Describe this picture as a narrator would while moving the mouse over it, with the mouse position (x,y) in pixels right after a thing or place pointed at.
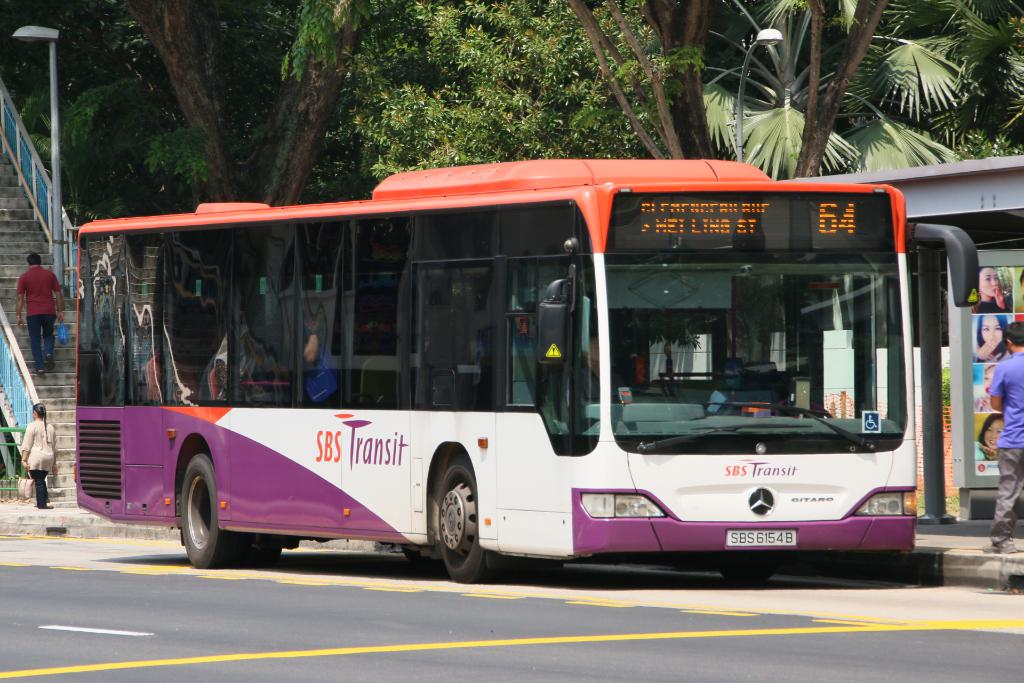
This picture shows a bus (291,397) and we see a man (1023,485) standing and we see trees (796,30) and couple of pole lights (56,252) and we see a man (32,309) climbing stairs (9,238) and he is holding a bag (59,327) in his hand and we see a woman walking holding a bag (22,485) in her hand (26,467).
